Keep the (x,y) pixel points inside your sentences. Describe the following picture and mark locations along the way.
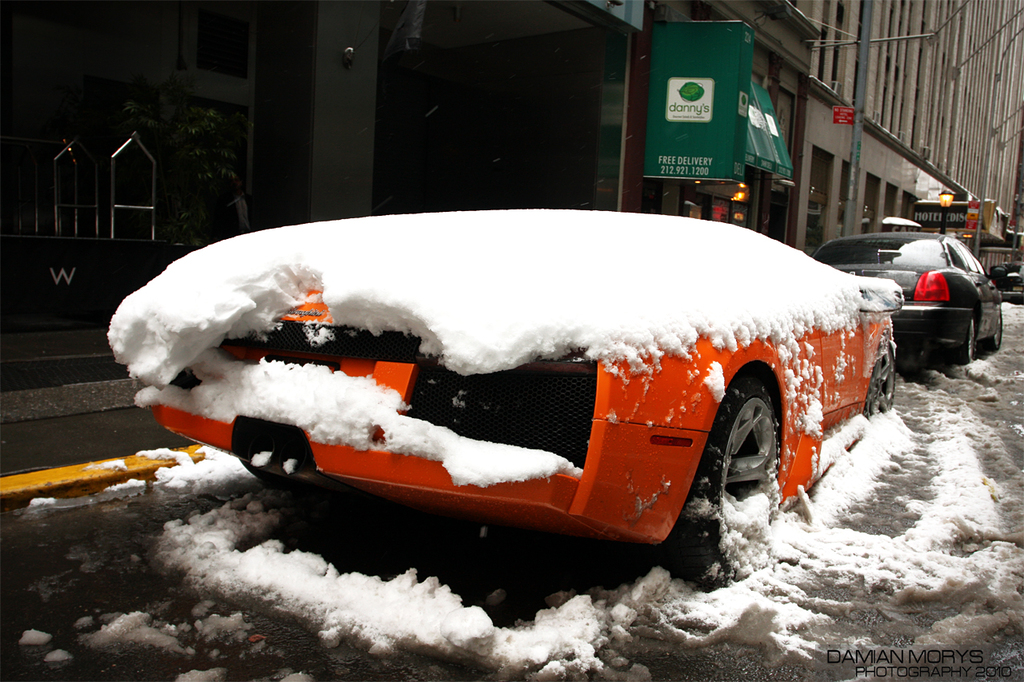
In this image on the road (849,595) there are many vehicles (550,491). On the ground (630,578) there is snow (626,616). In the background (388,103) there are buildings (948,128).
